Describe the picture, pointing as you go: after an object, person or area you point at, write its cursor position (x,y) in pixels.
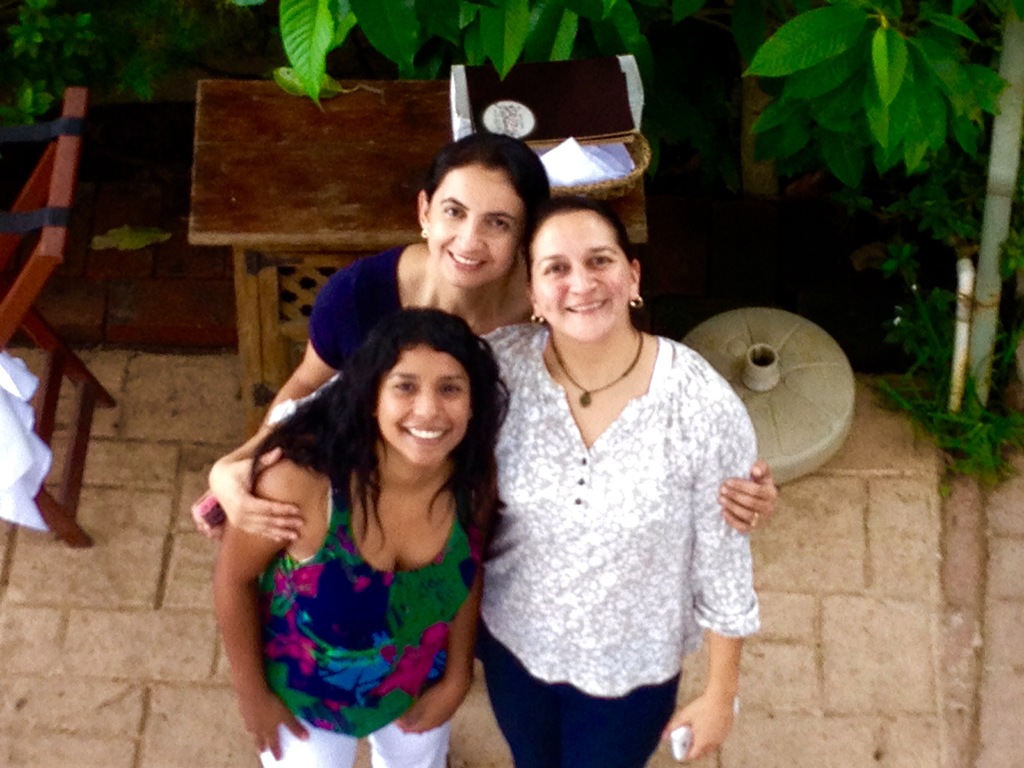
In the image there are three ladies (593,458) standing. Behind them there is a table (405,164) with a basket (643,166) and some other things (572,149) on it. Beside the table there is an object (795,358) on the floor (97,472). And on the left side of the image (50,268) there is a wooden object (5,138). At the top of the image (917,114) in the background (886,69) there are leaves (903,79).
